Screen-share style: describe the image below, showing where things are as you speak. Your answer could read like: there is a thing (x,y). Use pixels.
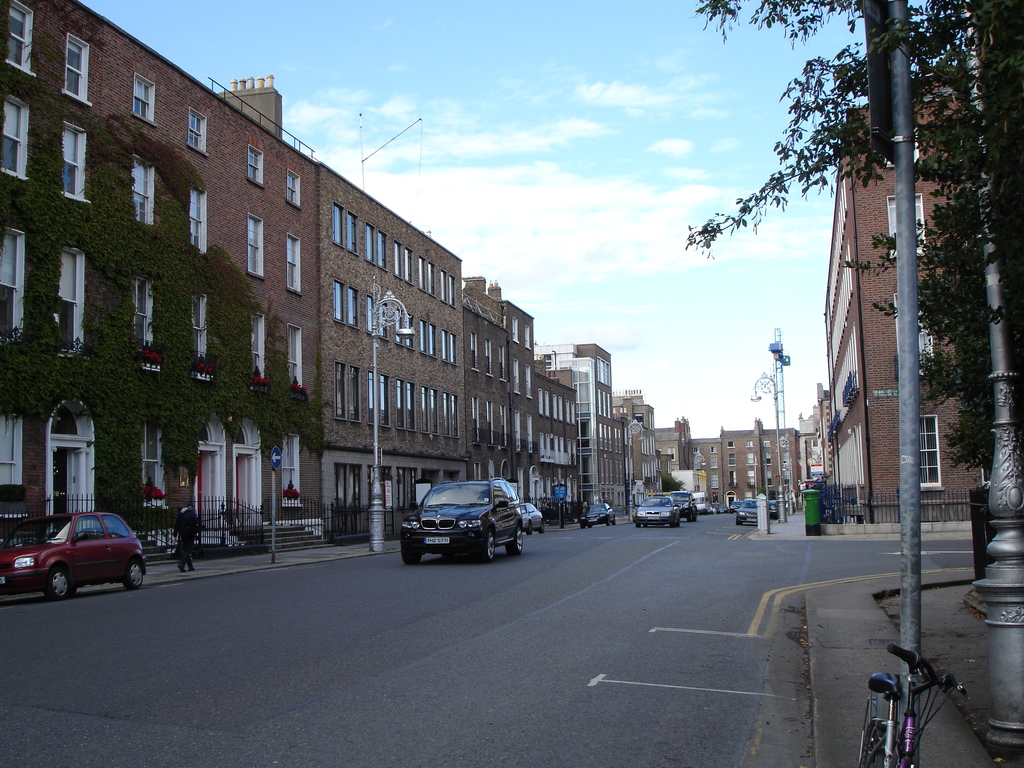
In this image in the middle (586,407), there are buildings (623,464), cars (477,516), some people (200,519), trees (940,311), plants (231,363), poles (755,390) and road (626,738). At the bottom (908,581) there is a cycle (889,686) and pole (901,411). At the top (462,117) there are sky (605,150) and clouds (629,240).
